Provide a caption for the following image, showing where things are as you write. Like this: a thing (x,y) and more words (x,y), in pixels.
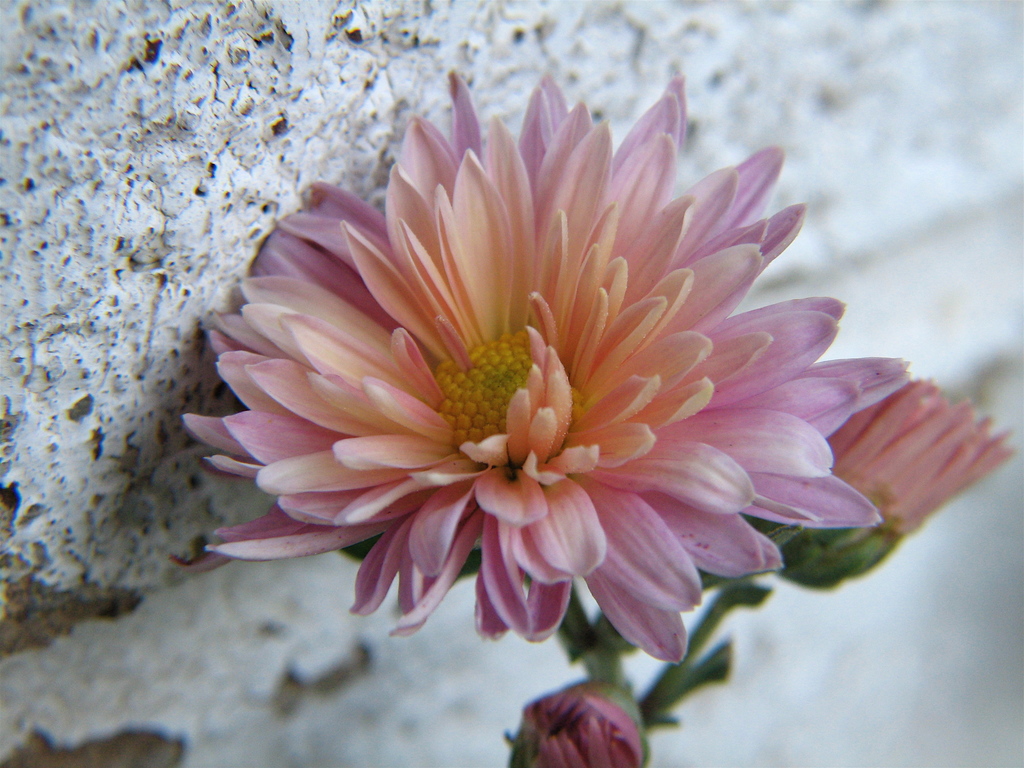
In this image we can see pink color flowers (603,462) and stems (607,651). It seems like a wall (150,296) in the background (975,329).
